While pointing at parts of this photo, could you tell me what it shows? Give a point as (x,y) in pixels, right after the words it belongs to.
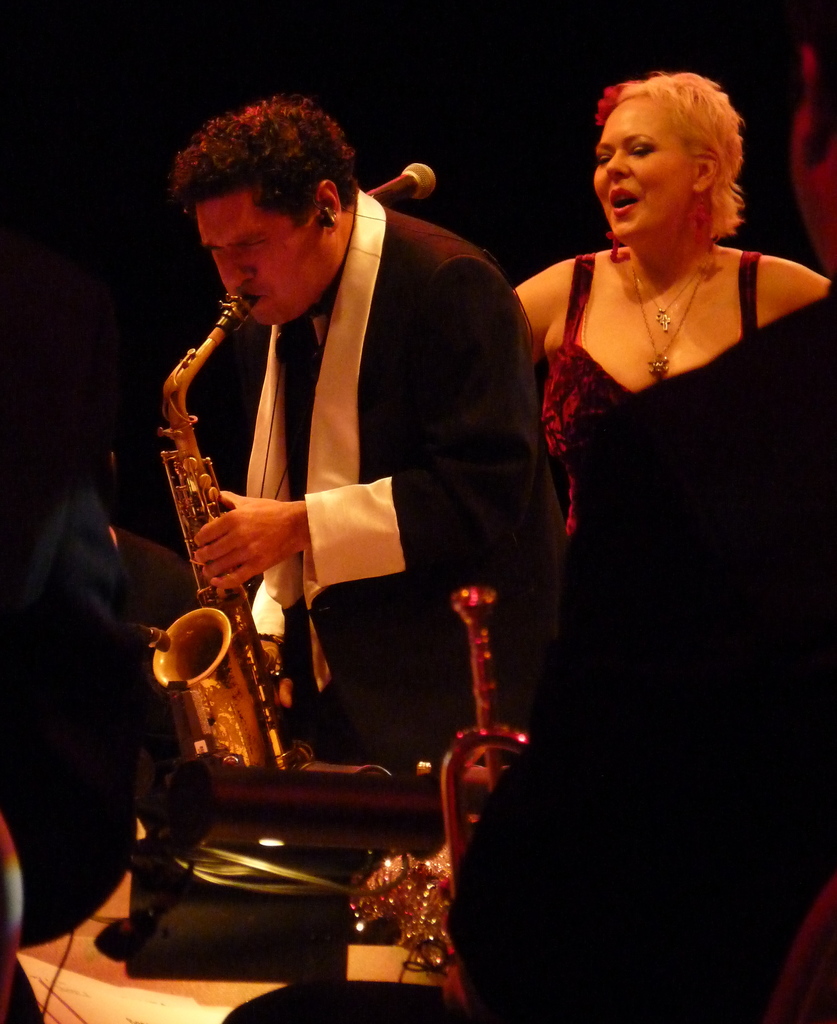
In this picture we can see a man (380,333) wearing black suit (501,582) and playing saxophone (245,681). Behind we can see a woman (576,361) standing and smiling. Behind there is a dark background (470,75).
